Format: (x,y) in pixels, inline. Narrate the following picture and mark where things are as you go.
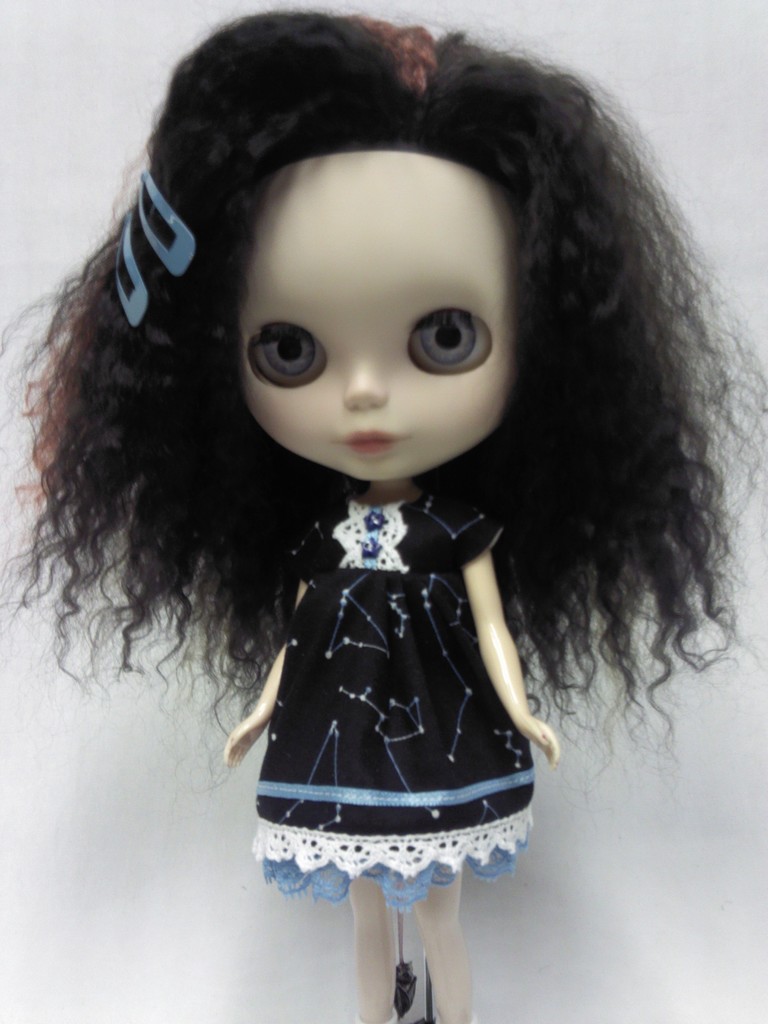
In the center of the image (343,638) we can see a doll (368,665) with a different costume (366,661). And we can see the white colored background (12,909).
